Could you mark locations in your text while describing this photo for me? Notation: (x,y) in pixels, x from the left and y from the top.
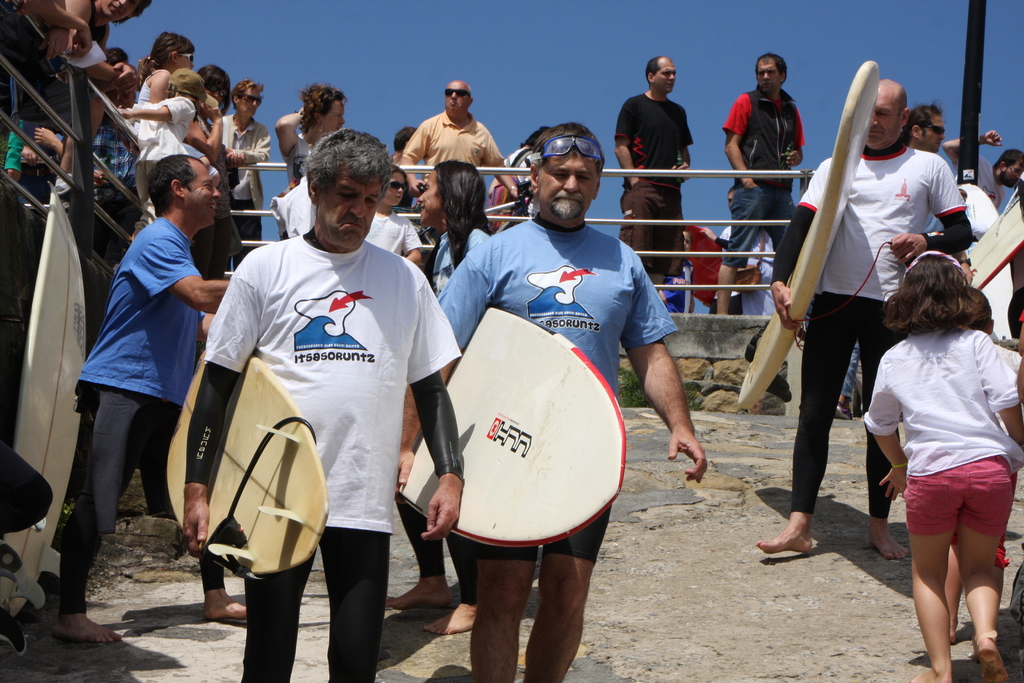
On the background (578,75) we can see a clear blue sky (499,50). We can see a crowd (164,82) here. We can see persons (350,212) holding surfboards (597,366) in their hands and walking.
